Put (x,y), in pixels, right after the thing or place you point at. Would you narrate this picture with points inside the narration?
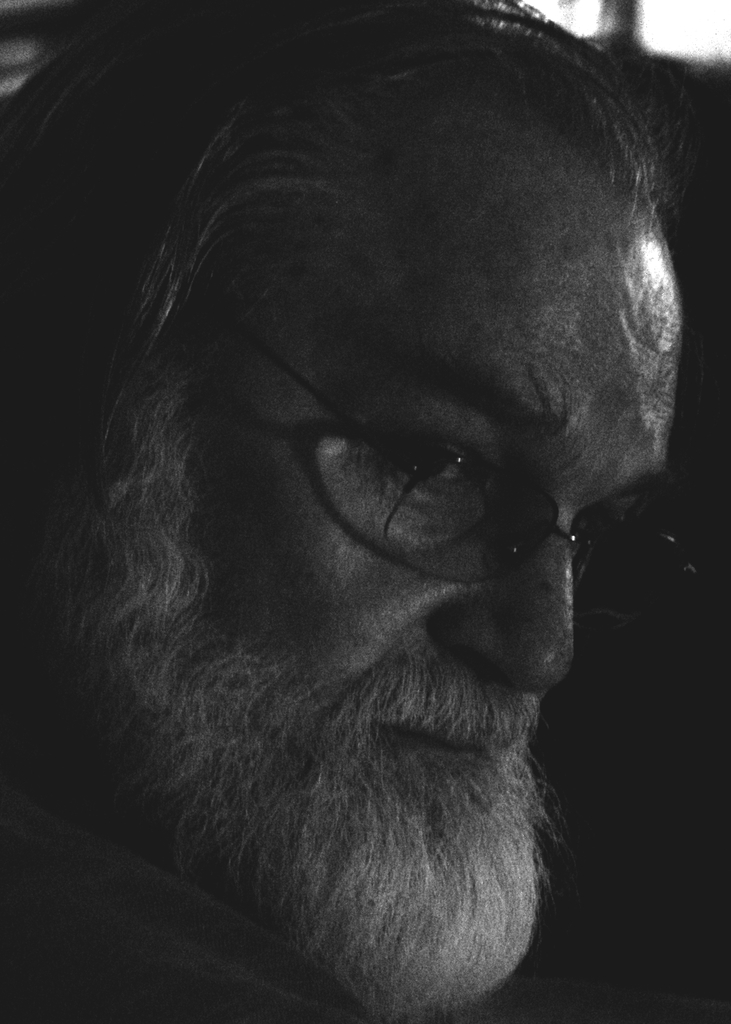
This is a black and white image where I can see a person's face (454,801) wearing spectacles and he is having a beard (294,810) and mustache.
